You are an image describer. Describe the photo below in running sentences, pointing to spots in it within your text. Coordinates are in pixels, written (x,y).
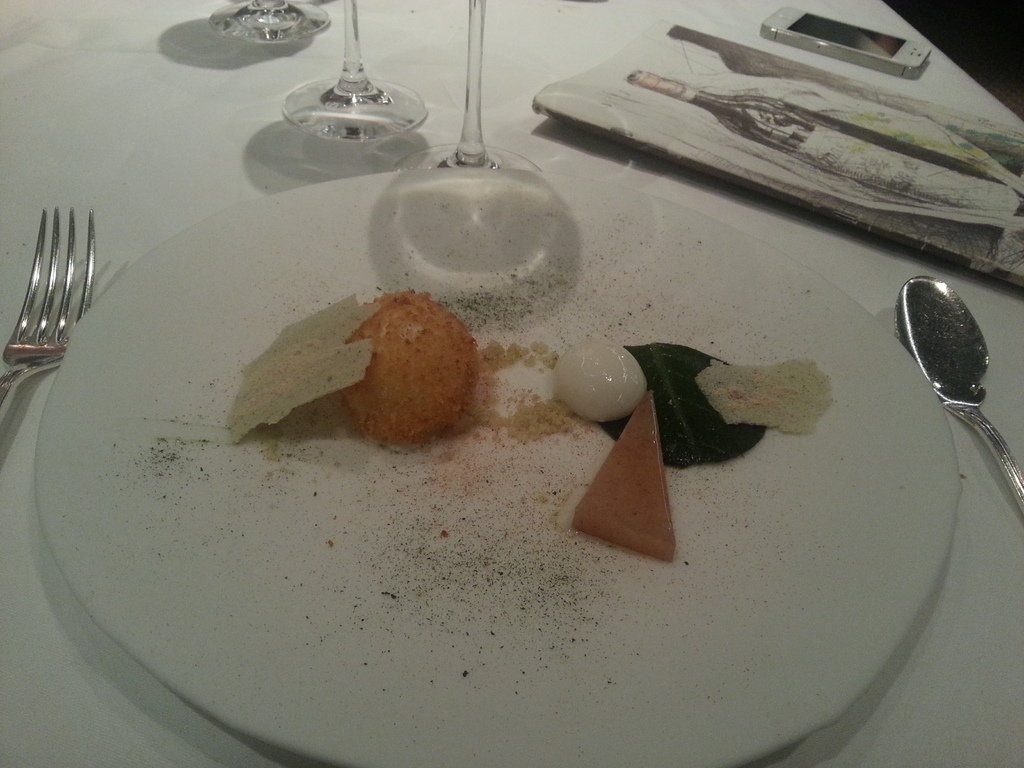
The picture consists of glasses (338,120), fork (51,258), spoon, menu card (804,130), mobile (866,63) and food (477,390) served in a plate (855,549), these are placed on a table (601,45).
